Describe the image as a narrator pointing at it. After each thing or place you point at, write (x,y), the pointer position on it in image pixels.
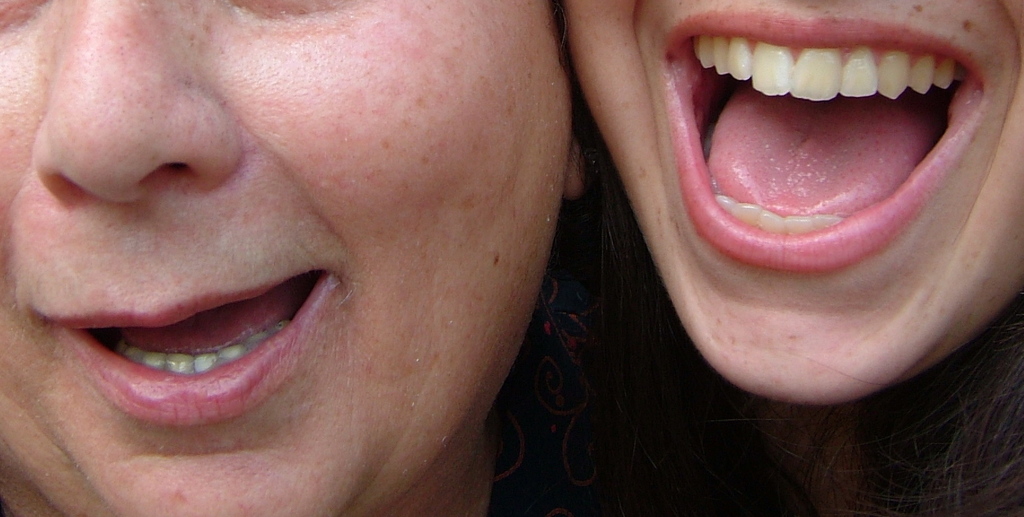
In this picture there are two persons (377,130) and it looks like one person (881,207) is shouting and one person (175,321) is smiling.
